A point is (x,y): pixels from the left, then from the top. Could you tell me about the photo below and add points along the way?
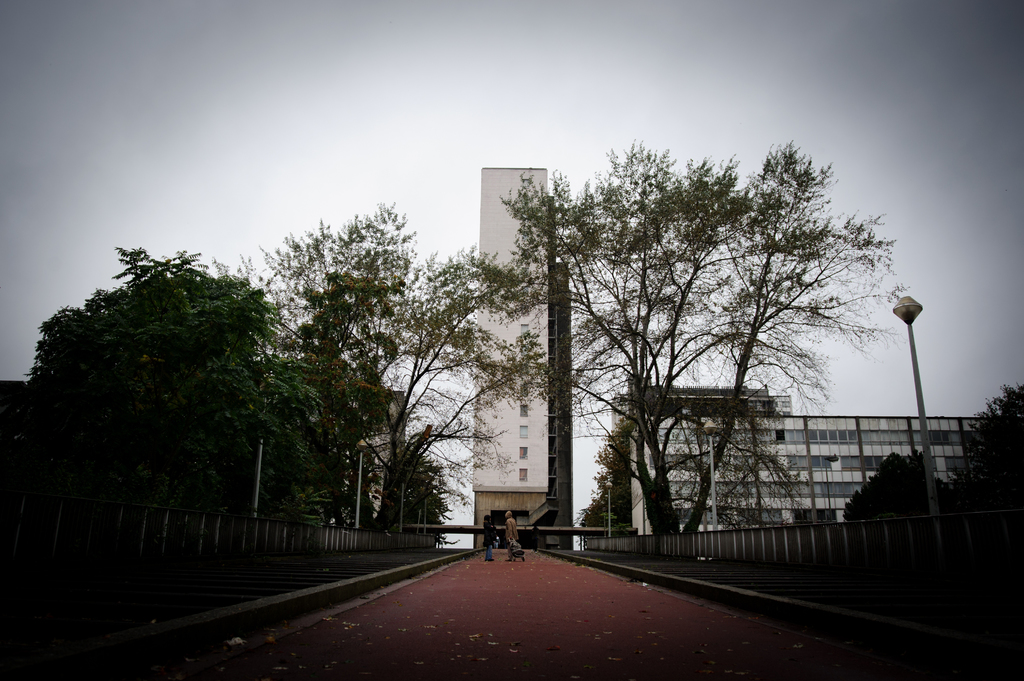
In this image we can see a road (509,567) and two persons (488,561) are standing on the road (502,666). To the both sides of the road (518,656) pavement (804,576), fence (929,523) and trees (162,445) are there. Background of the image (495,498) buildings (500,410) are present. Right side of the image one light pole (909,313) is there.
